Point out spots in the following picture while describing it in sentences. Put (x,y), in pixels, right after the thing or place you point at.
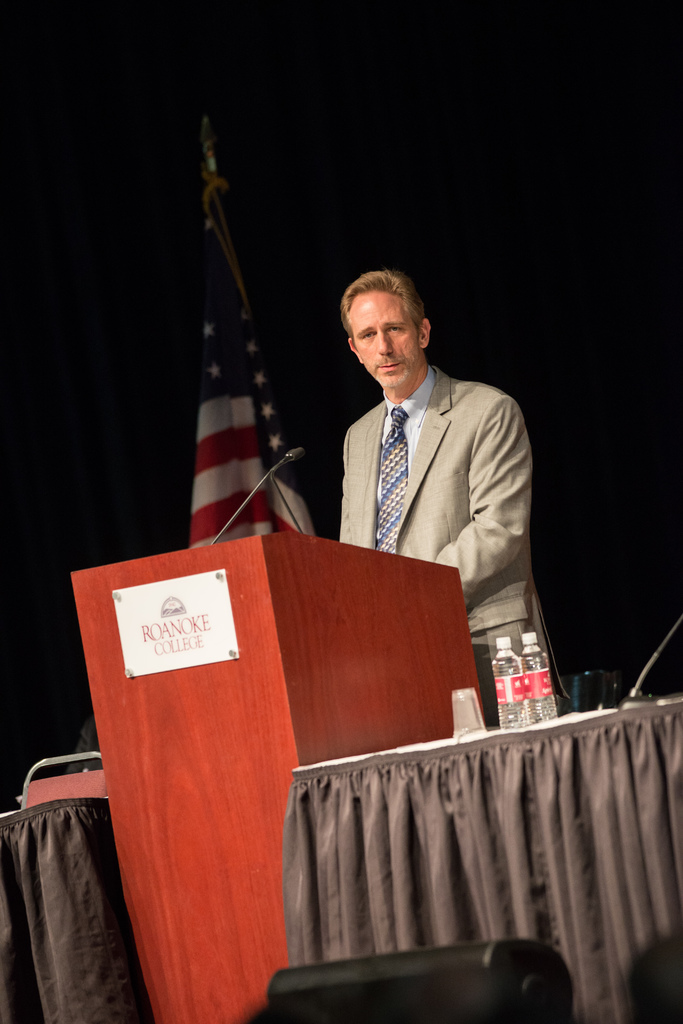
In this image there is a person (421,516) standing in front of the dais (309,599), on the dais (322,570) there is a mic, beside the dais (314,755) there is a table (558,757), on top of the table (516,732) there are two bottles (510,699) of water (510,711), behind the table (70,809) there is a chair (99,784), behind the person (403,416) there is an American flag (214,480).
